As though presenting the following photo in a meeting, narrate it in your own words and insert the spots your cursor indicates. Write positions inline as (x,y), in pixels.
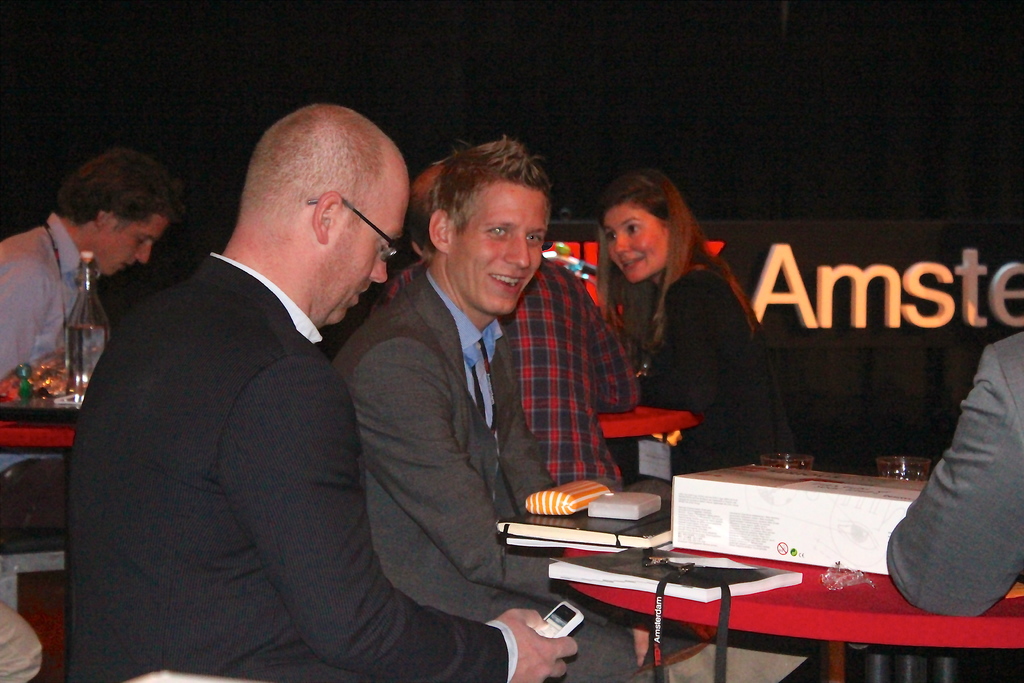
This Image consists of a table (639,601) and people (272,302) sitting on stools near that tables (23,428). On the table (614,598) there are books (595,535), files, boxes (615,510), bottles (76,373), glasses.
